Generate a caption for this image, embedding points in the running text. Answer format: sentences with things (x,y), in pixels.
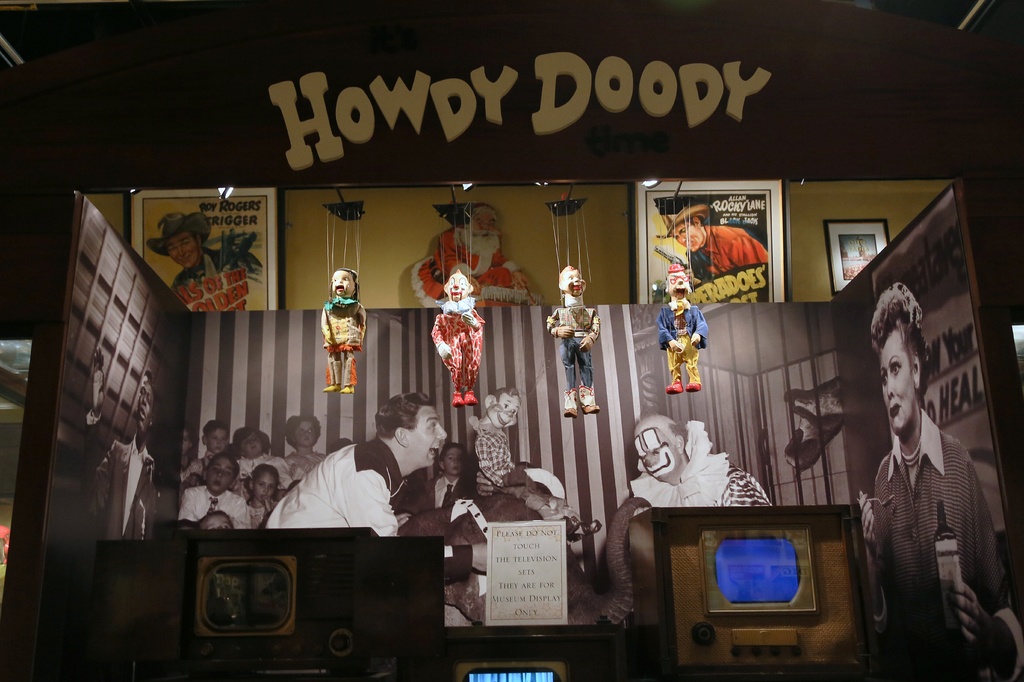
In the foreground of this picture (788,566) we can see there are some objects (391,592) and we can see the pictures (229,459) of group of persons (934,542) and pictures (532,439) of some other objects (825,406). In the center (570,284) we can see the toys (473,326) hanging on the board (241,108) on which we can see the text (663,75). In the background (262,260) we can see the picture frames (640,219) on which we can see the pictures (227,249) of persons (733,248) and the text (731,279) and we can see the picture (467,267) of a Santa Claus (440,247).
